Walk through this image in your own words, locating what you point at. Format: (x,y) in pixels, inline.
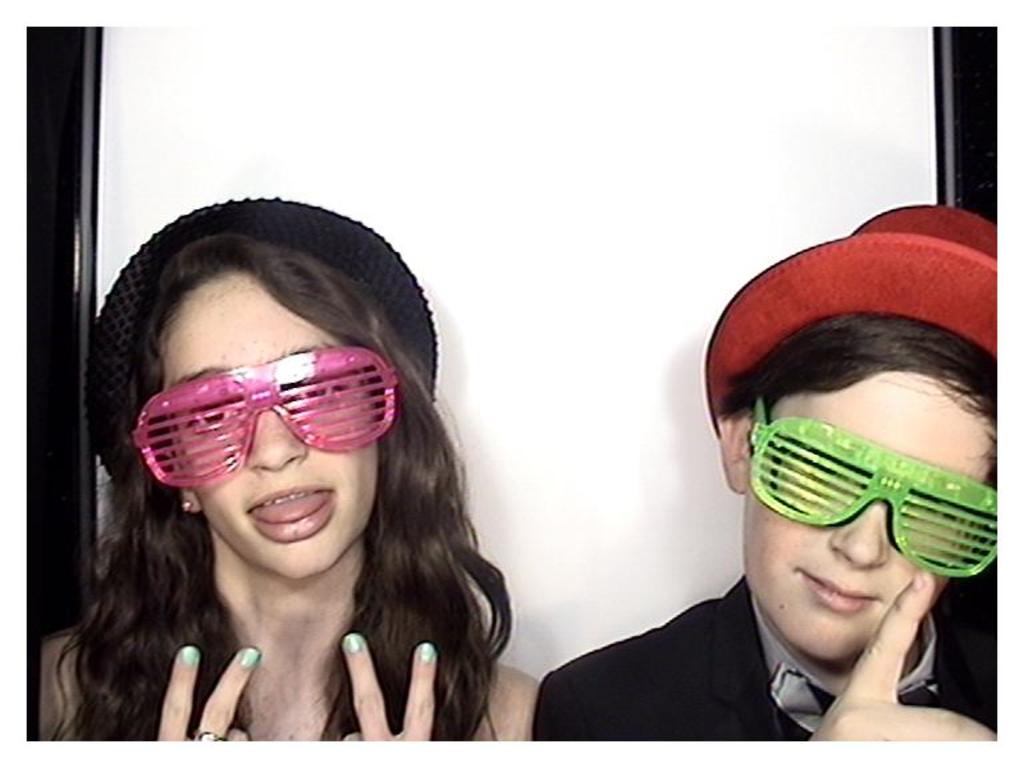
In the image I can see two people (127,607) who are wearing the spectacles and caps (971,312).
